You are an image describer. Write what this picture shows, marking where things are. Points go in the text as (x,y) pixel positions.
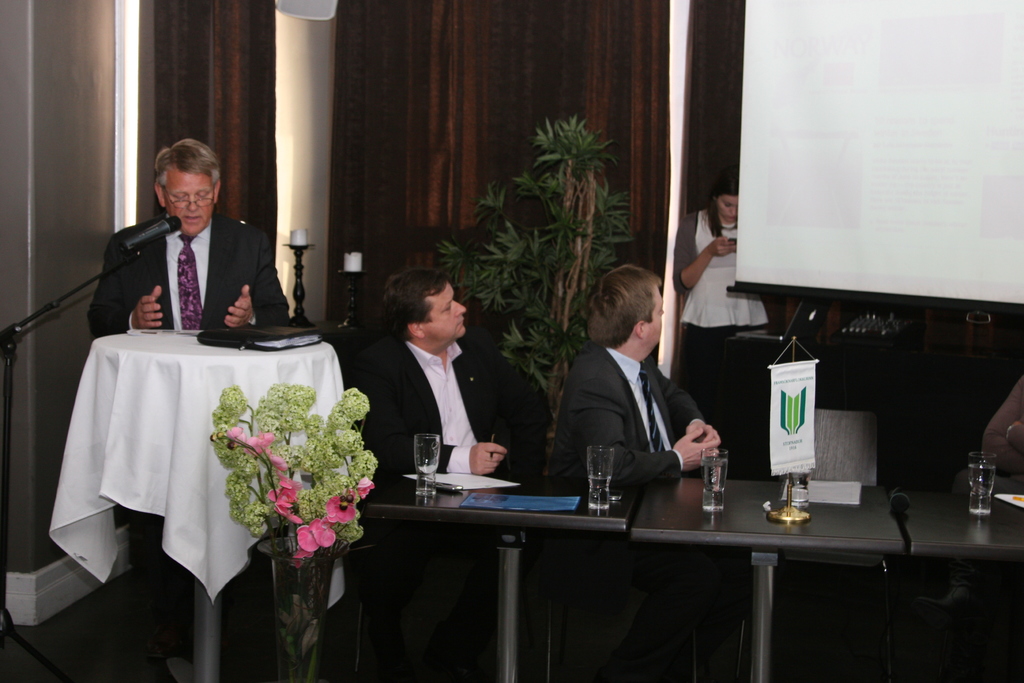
the people (490,417) are sitting in the center (567,438). in-front of them there is a table (414,490) in which there are glasses (593,473). left to them is a person (188,219) standing. he is talking in microphone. behind them at the right (707,368), there is a woman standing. in front of her there is a projector display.
